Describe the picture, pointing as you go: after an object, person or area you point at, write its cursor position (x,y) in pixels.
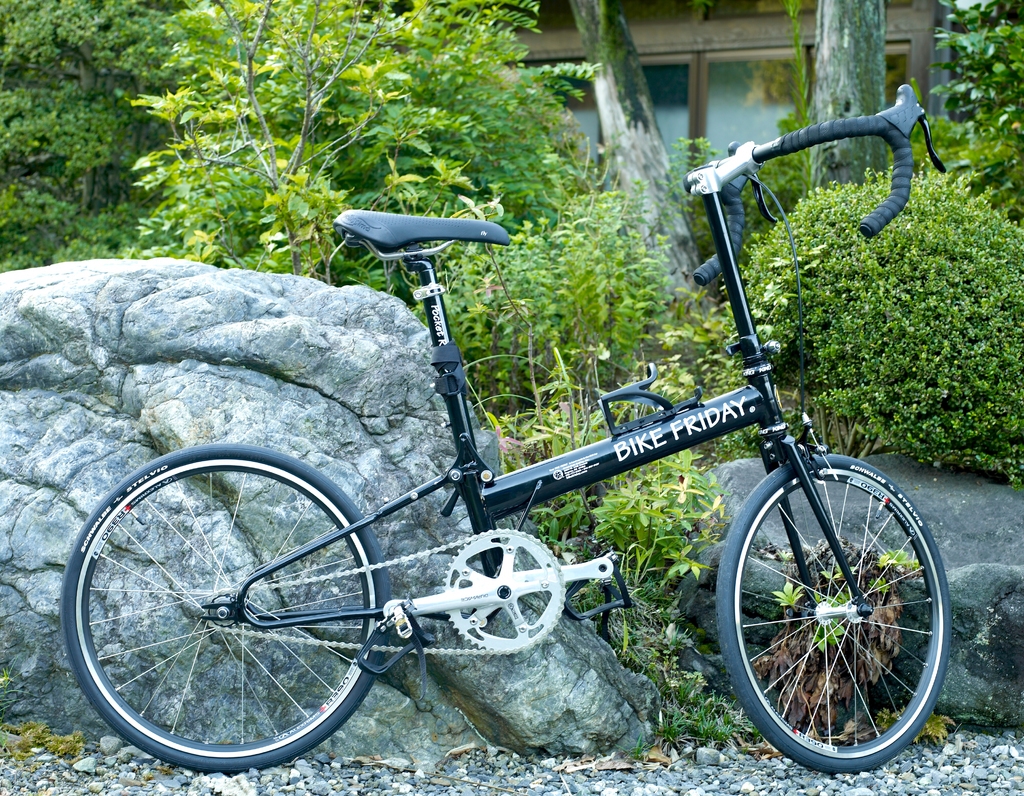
There are stones (500,748) on the floor (533,780), it seems like a rock (496,730) and a bicycle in the foreground area of the image (726,199), there is greenery (470,245), it seems like a house (742,84) in the background (678,78).
